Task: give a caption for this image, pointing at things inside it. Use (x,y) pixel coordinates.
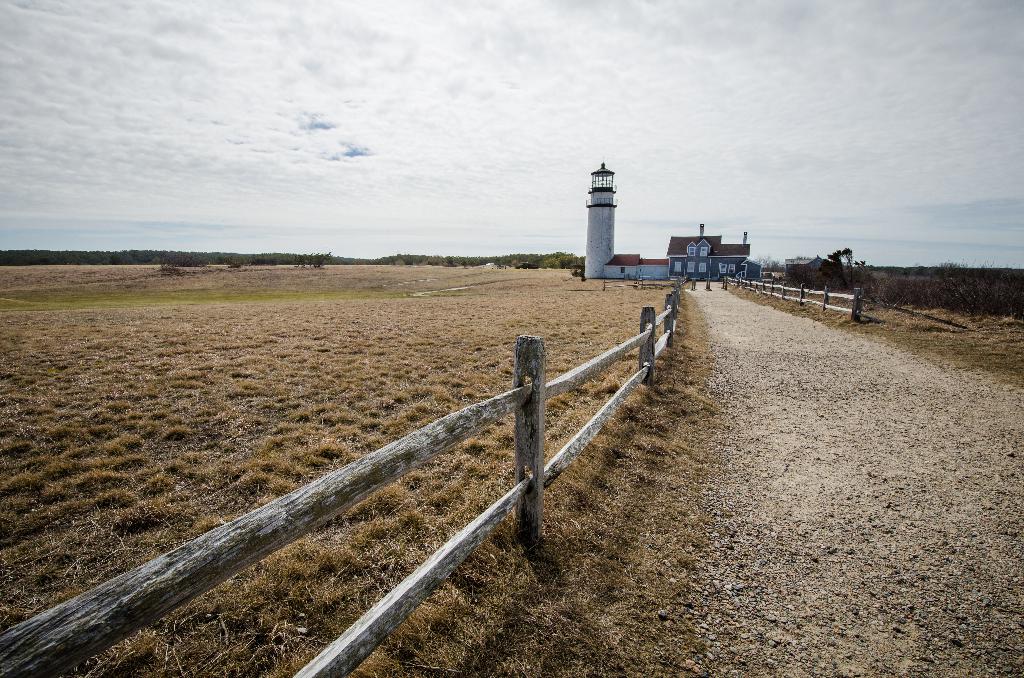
In this image we can see building (690,259), tower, wooden fence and other objects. In the background of the image (104,261) there are trees (101,253). At the bottom of the image (56,674) there are grass (23,269), wooden fence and ground (794,653). At the top of the image (817,37) there is the sky (701,209).
